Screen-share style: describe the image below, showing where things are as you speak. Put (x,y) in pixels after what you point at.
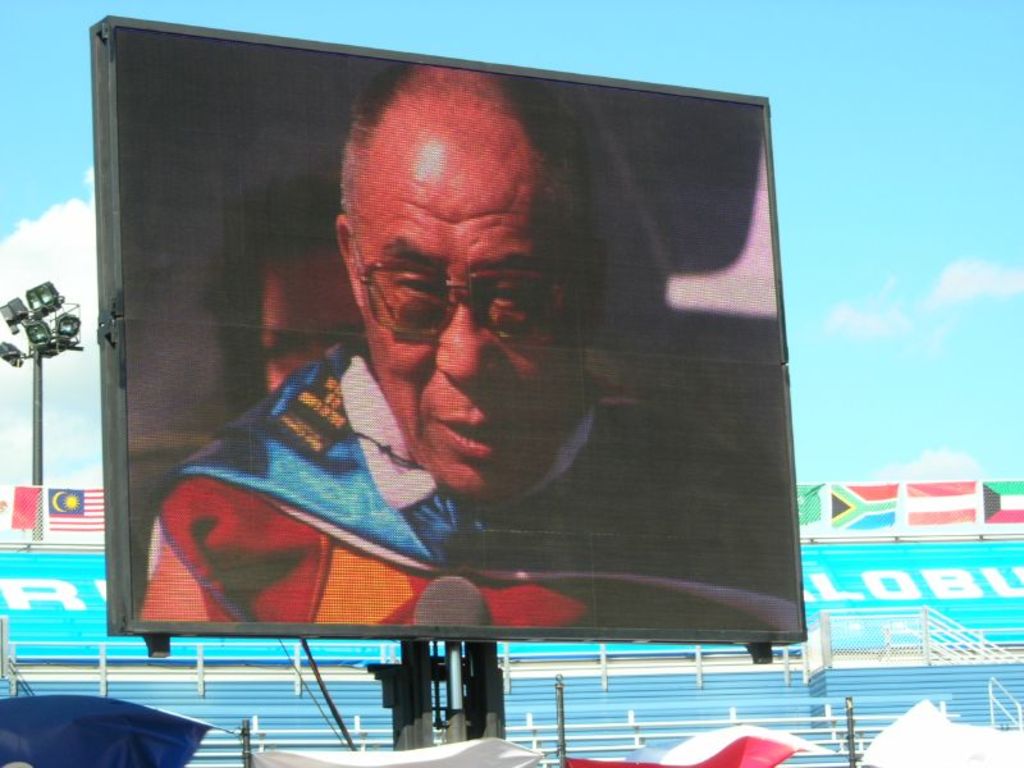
This image consists of a screen (320,394) on which I can see a man (396,464) is speaking on a mike (446,609). At the bottom of the image (487,754) I can see some flags (143,737) and stairs (816,703). This place looking like a stadium (636,720). On the left side (39,409) there is a pole (41,351). On the top of the image (842,115) I can see the sky (539,38) and clouds (65,248).
